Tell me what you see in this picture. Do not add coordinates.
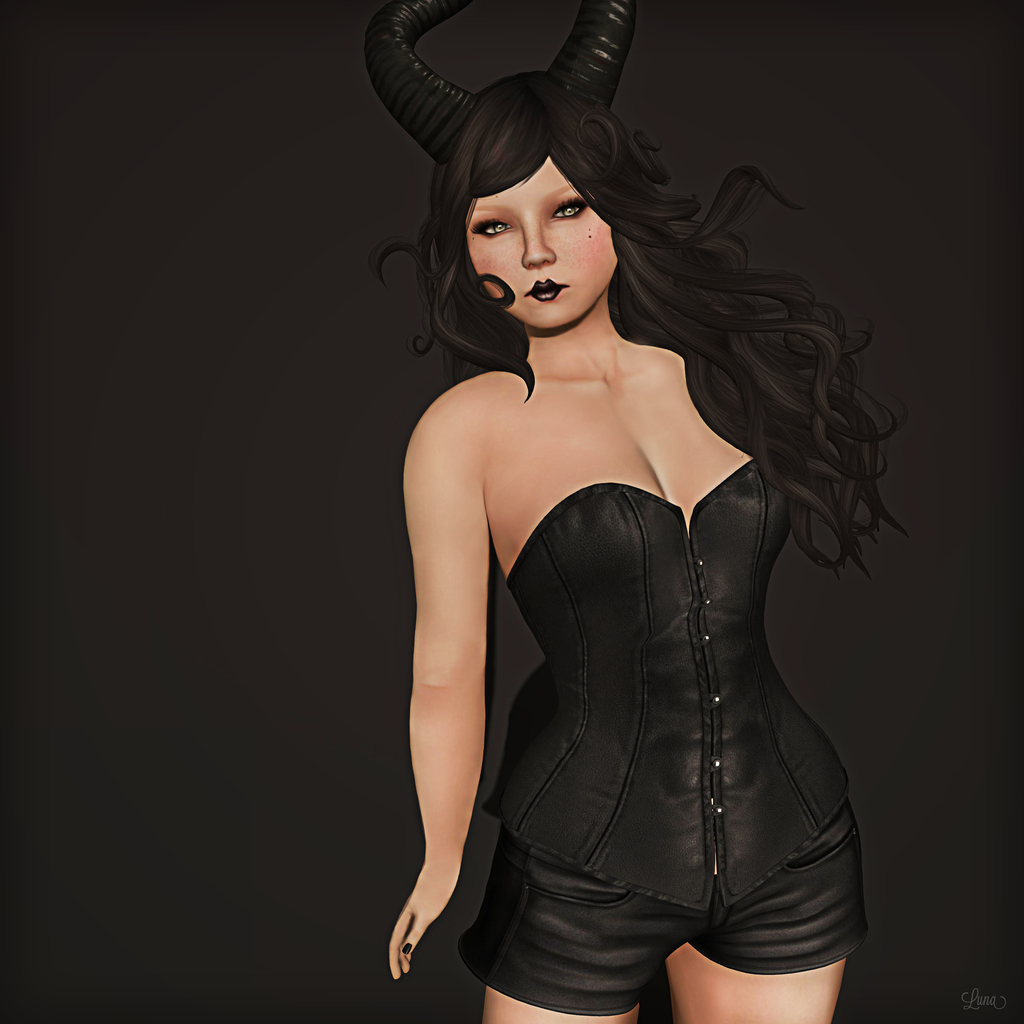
In the image we can see a graphical image.
